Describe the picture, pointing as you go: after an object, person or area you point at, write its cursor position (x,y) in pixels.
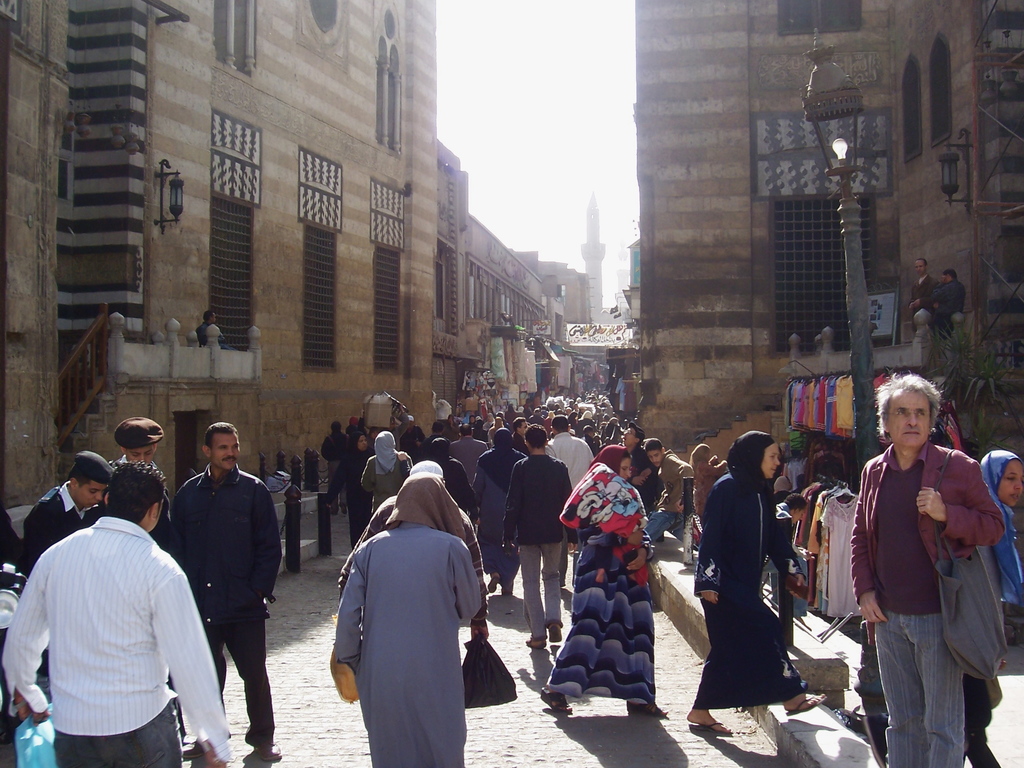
In this image we can see a group of people (861,505) standing on the ground (530,700). One person (62,686) is holding a bag (45,725) with his hand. On the right side of the image (810,568) we can see a group of clothes (844,432) on hangers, light pole (858,462) and some metal poles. In the center of the image (378,409) we can see cardboard box (387,422). On the left side (93,399), we can see staircase (104,383). In the background (38,413), we can see buildings (341,287) with windows (306,277), lights (182,200), a tower (592,279) and the sky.
